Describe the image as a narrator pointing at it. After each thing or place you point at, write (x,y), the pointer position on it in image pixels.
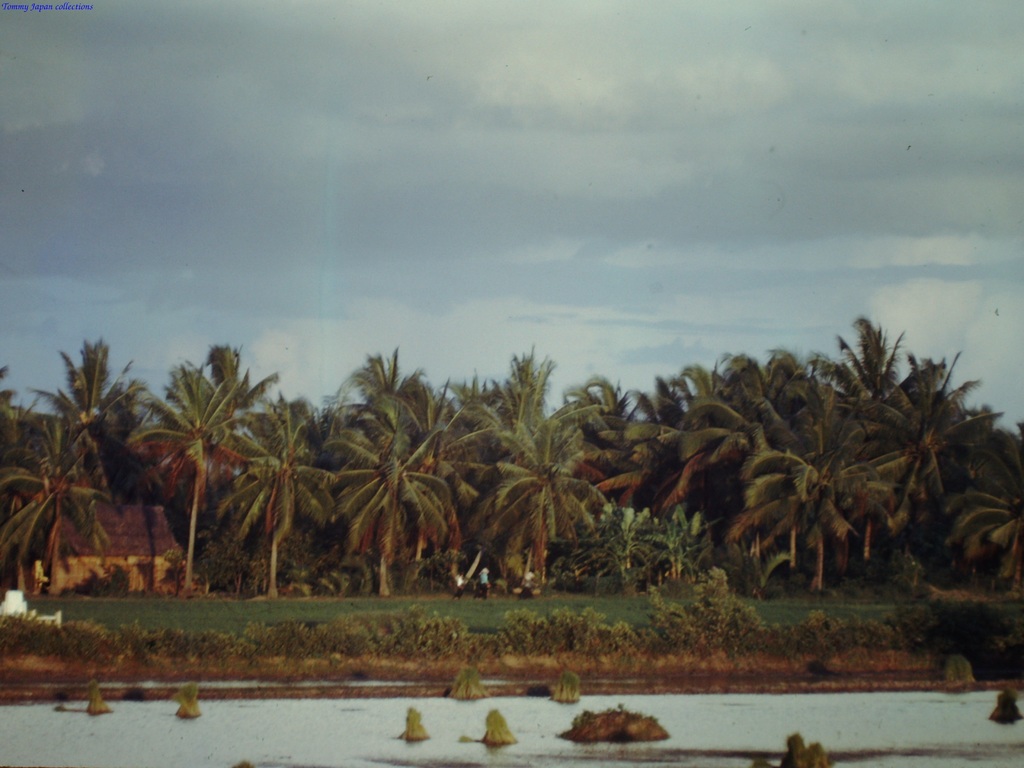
In this image I can see water (262,765), background (489,616) I can see few persons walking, grass (577,603) and trees (258,502) in green color and the sky (468,346) is in blue and white color.
